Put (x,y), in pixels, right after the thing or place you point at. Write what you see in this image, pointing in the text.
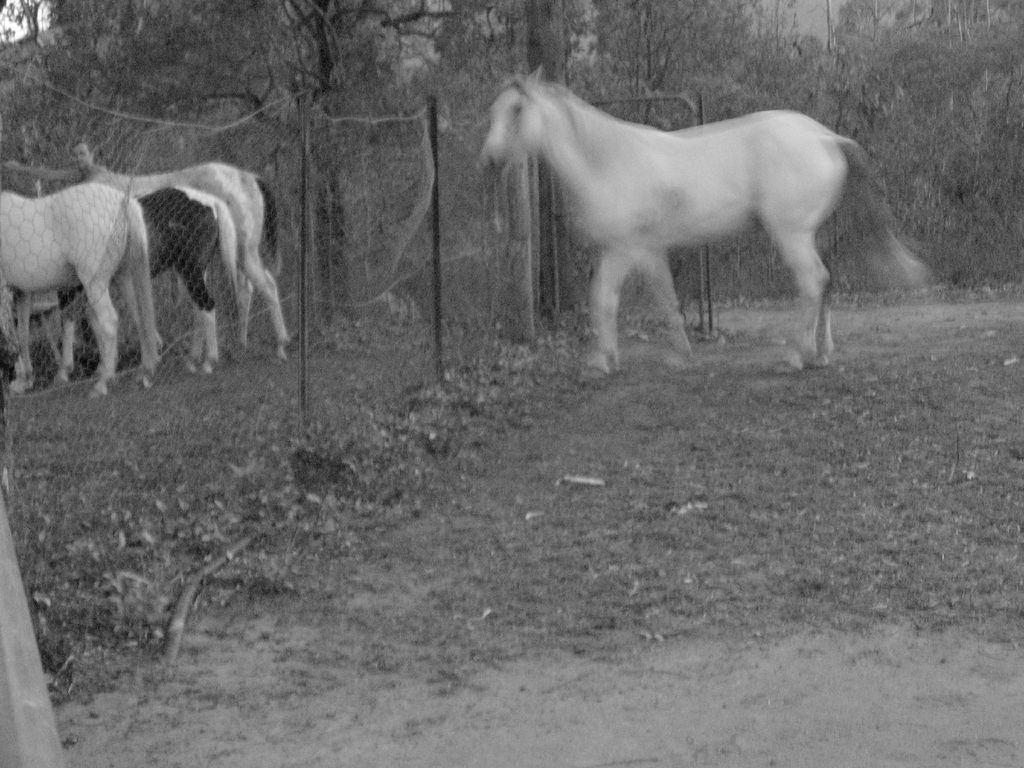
In the picture we can see a surface (654,560) with a horse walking near the fencing wall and behind it, we can see some horses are standing and in the background (900,173) we can see full of trees (105,44).
